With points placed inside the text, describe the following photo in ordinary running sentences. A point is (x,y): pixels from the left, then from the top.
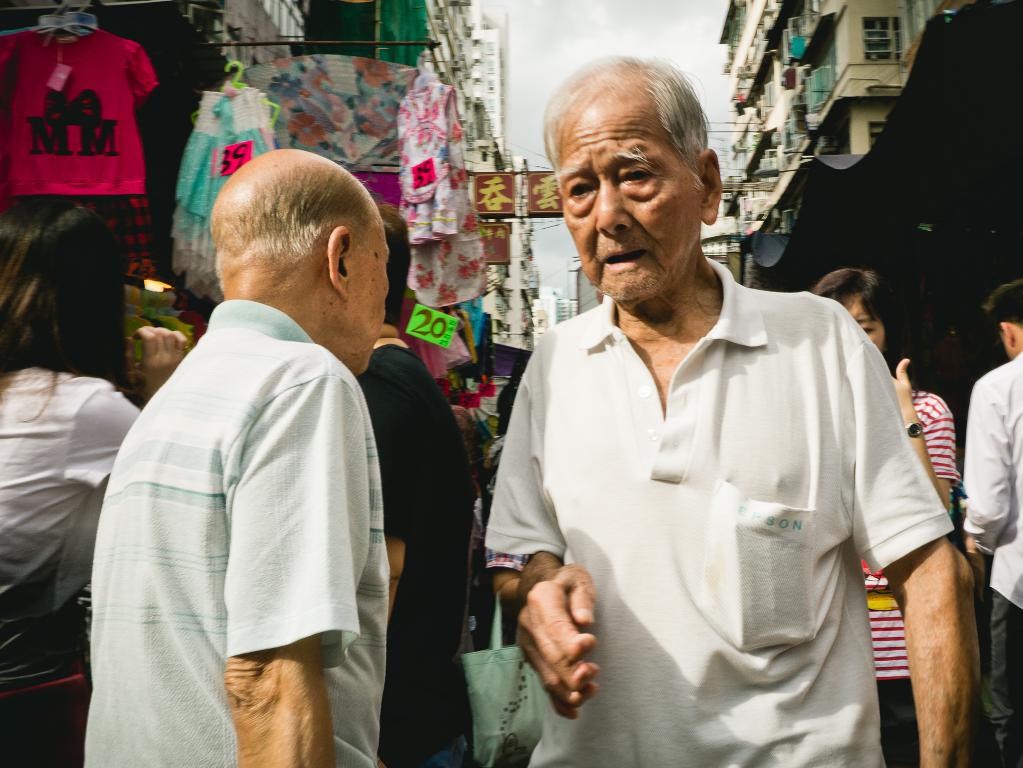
In this picture I see 2 men (541,434) in front (669,337) who are wearing t-shirts (637,692) and in the background (759,136) I see number of buildings (873,54) and on the left side of the image (239,141) I see few clothes (200,172) and I see the sky (512,70) on the top of this image (656,10).
